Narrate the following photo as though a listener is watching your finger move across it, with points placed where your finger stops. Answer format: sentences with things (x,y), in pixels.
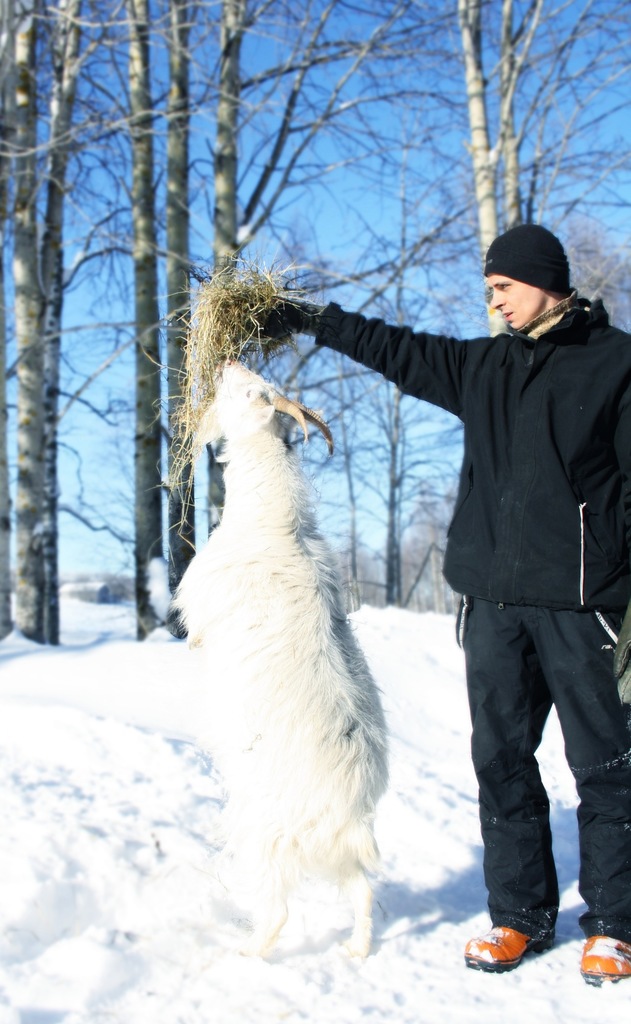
In the image in the center (221,344), we can see one person (582,660) standing and holding grass (245,327). And we can see one animal (285,680), which is in white color. In the background (250,222) we can see the sky (250,140), trees (17,223) and snow (187,738).
